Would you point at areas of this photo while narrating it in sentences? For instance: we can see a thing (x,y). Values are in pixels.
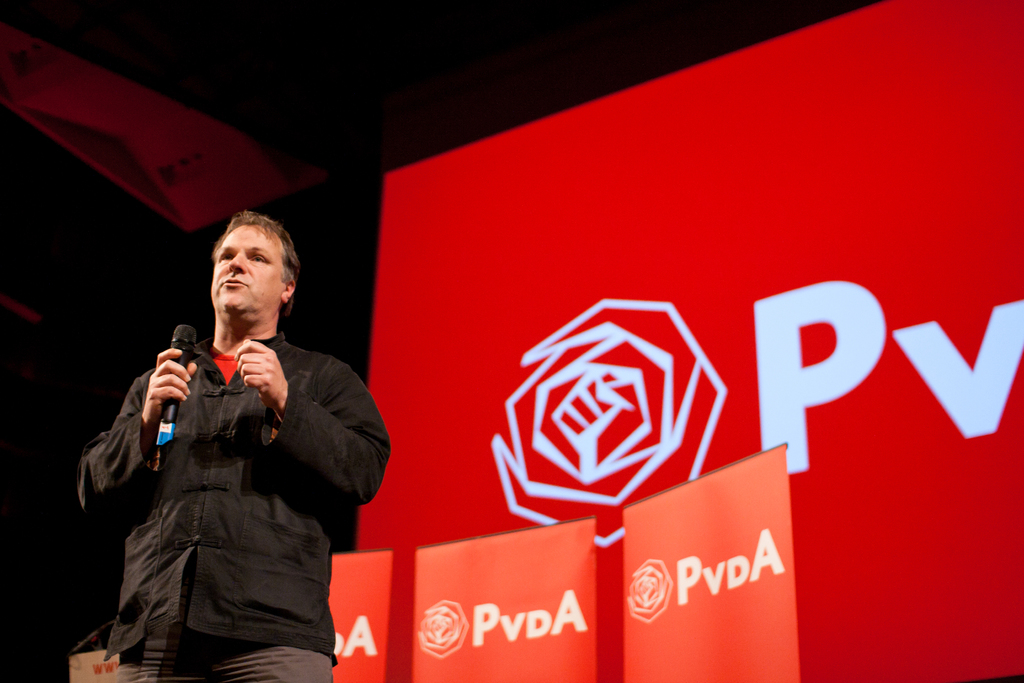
In this image I can see the person (220,372) standing and wearing the black, grey and red color dress (224,528). The person (175,379) is holding the mic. I can see the red color banners (661,399) in the back (574,364). And there is a black background (115,280).
